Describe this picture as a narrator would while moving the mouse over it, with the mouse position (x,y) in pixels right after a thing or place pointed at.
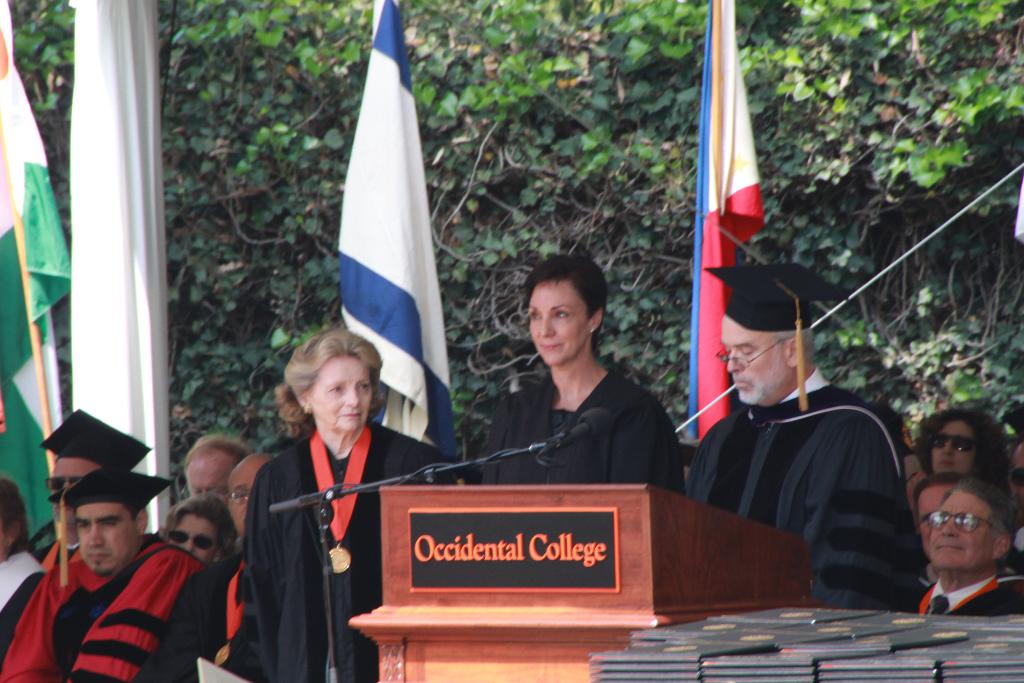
In this picture we can see some people (276,525) standing here, two men (169,552) on the left side (61,561) wore hats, there is a speech desk (600,577) here, we can see a microphone (588,428), in the background (712,250) there are some flags (21,202) and a cloth (145,242), we can see trees (883,172) here, at the right bottom (892,633) there are some files (871,637).
